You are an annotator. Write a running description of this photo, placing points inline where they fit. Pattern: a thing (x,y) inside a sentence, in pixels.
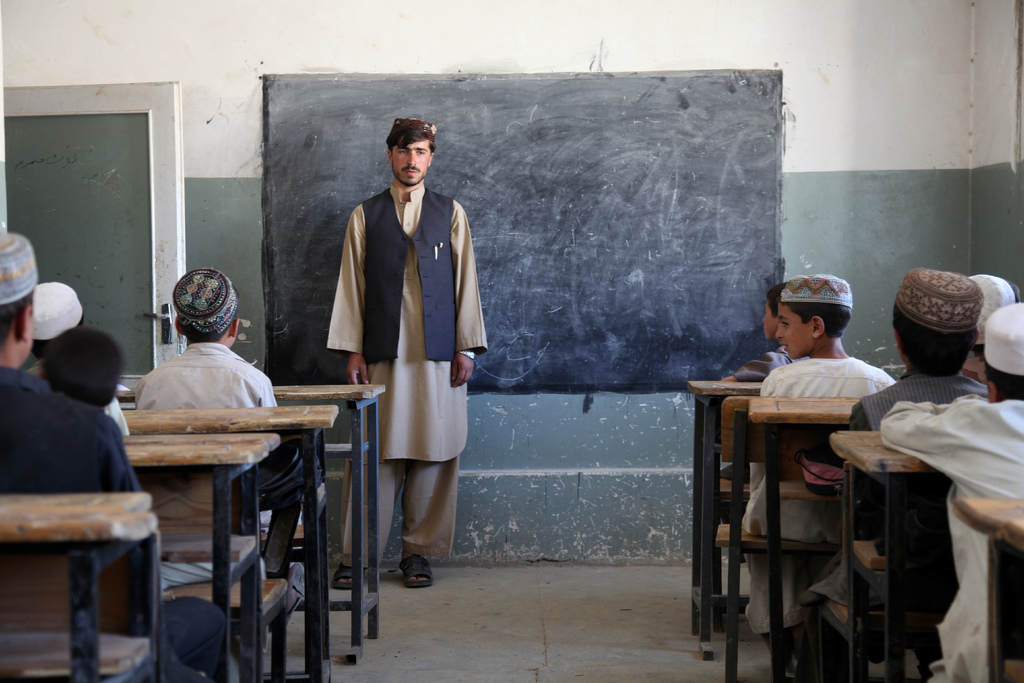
In the image we can see there are kids (199,378) sitting on the bench (885,485) and in front of them there is a man (418,357) standing near the blackboard (648,234).
